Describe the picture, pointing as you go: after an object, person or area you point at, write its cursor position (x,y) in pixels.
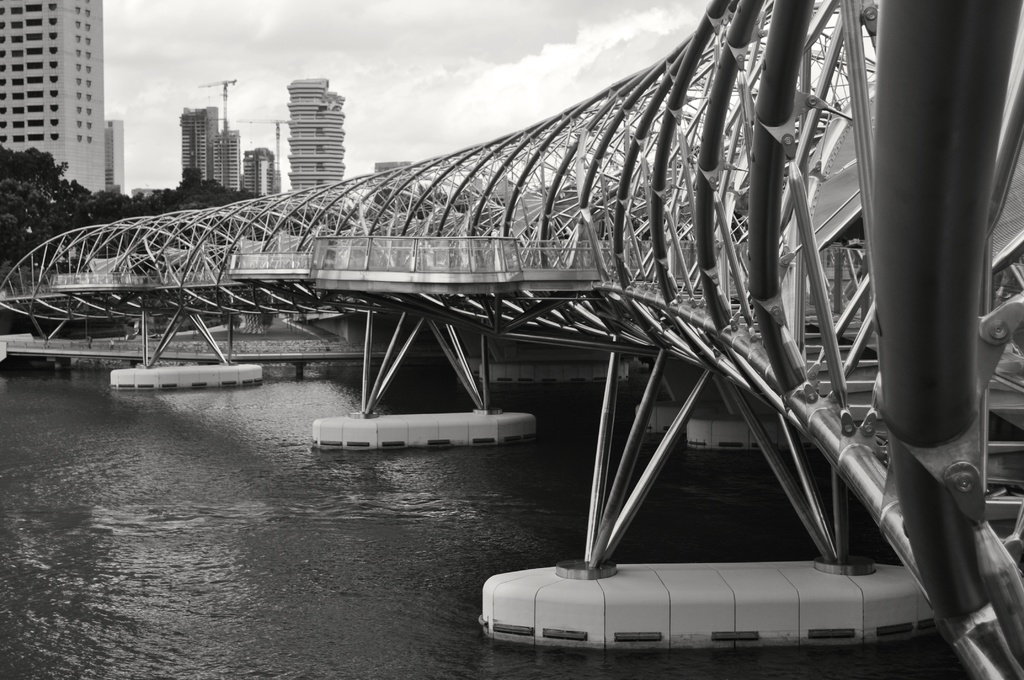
Here there is water (236,513), these are buildings (297,137) and trees (122,195), this is iron structure (521,250), this is sky (464,65).
